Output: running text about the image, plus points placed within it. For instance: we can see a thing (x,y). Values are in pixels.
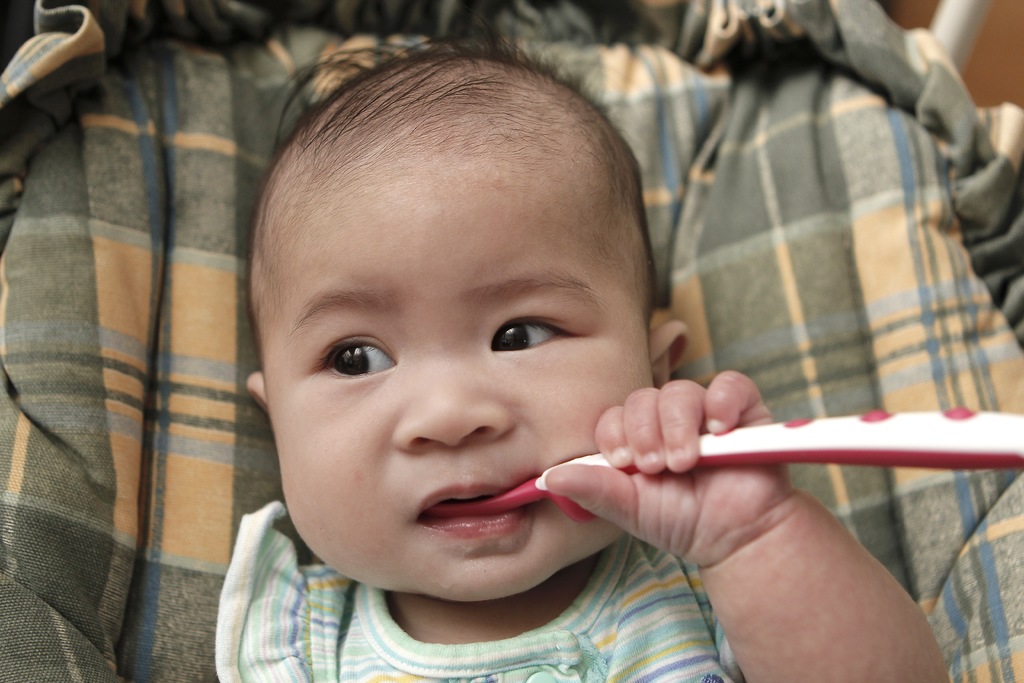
In the center of the image (580,347) we can see a baby (580,399) holding the spoon (725,449). In the background (216,247) we can see the cloth (862,352).
